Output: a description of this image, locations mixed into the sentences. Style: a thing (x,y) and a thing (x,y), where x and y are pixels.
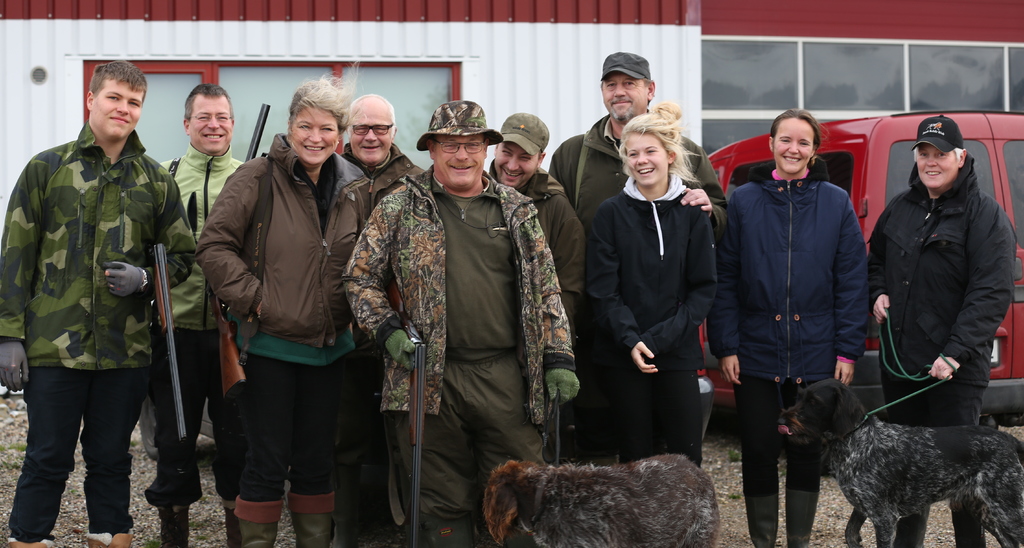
In this image In the middle (417,297) there is a man (433,372) he wears jacket (411,271), t shirt (456,280) and trouser (491,431) he is smiling. On the right (951,257) there is a person (927,288). On the left (121,299) there is a man (131,265) he is smiling he wears jacket (85,340) and trouser (99,475). In this image there are many people (729,261) they are smiling, standing. At the bottom (902,474) there are two dogs (852,497). In the background (877,114) there is vehicle (890,137), window (433,89) and glass (421,92).
